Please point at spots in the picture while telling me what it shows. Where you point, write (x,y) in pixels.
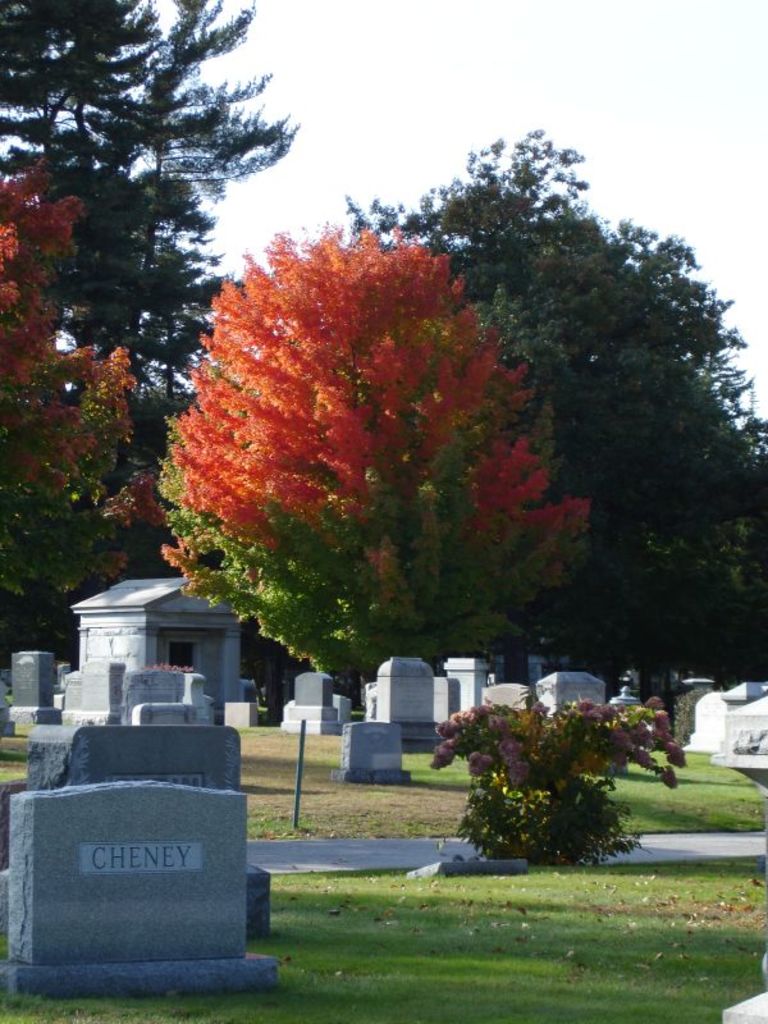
There are headstones (87,800) and a plant (531,781) is present at the bottom of this image (533,795). We can see trees (378,433) in the middle of this image (463,435) and the sky (510,143) is in the background (467,121).
